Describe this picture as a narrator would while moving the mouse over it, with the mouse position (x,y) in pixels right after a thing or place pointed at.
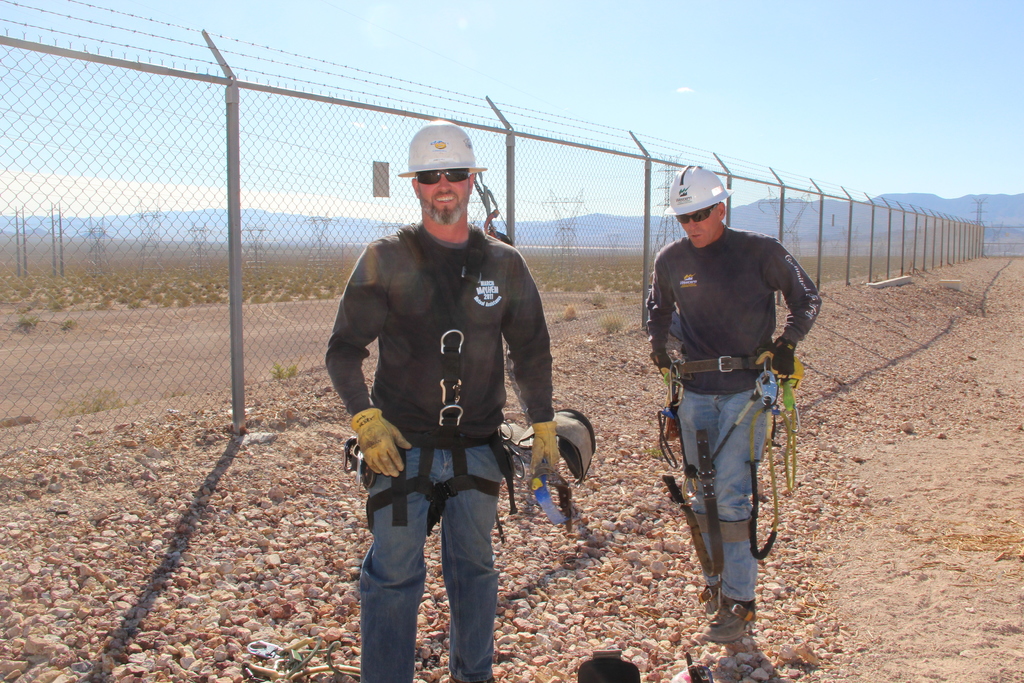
In this image in the front (569,415) there are persons (708,387) standing. On the ground (526,522) there are stones (526,522). In the center (353,249) there is a fence (541,211). In the background (302,226) there are mountains (375,230), there are plants (174,285) and the sky (846,120) is blue.
